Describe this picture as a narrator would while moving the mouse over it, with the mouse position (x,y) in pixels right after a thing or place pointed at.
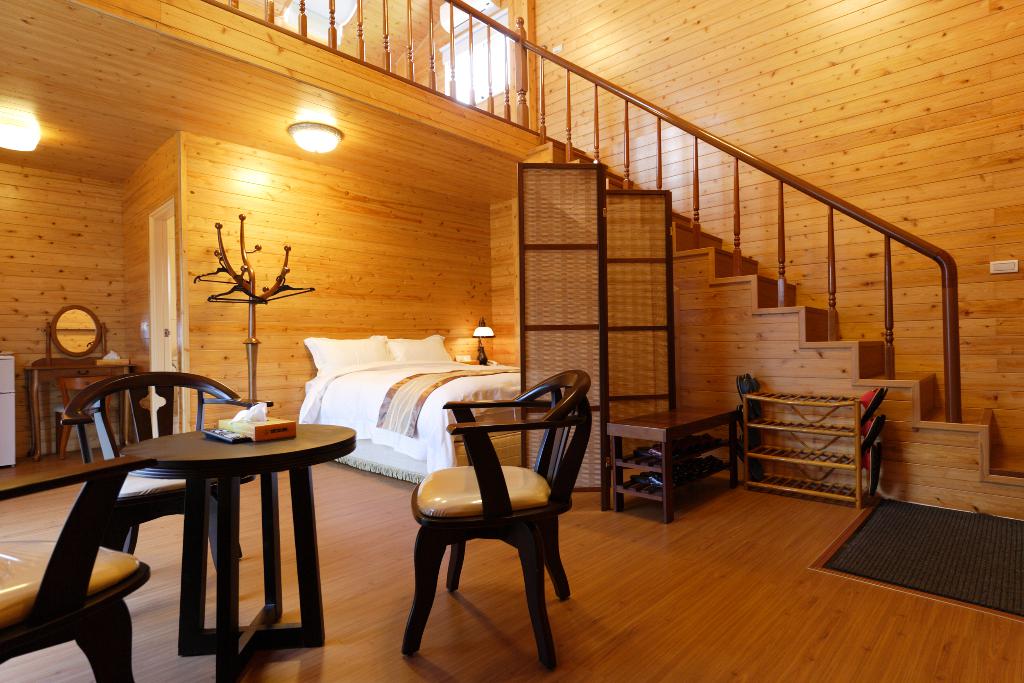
In this picture I can observe a room (423,228) in which there is a bed (399,398) in the middle of the picture (428,398). On the left side (176,444) I can observe a table (199,466) and three chairs (105,505). On the right side (876,370) there is a staircase (725,254) and a railing (892,365). In the background (708,82) there is a wall (631,51).
